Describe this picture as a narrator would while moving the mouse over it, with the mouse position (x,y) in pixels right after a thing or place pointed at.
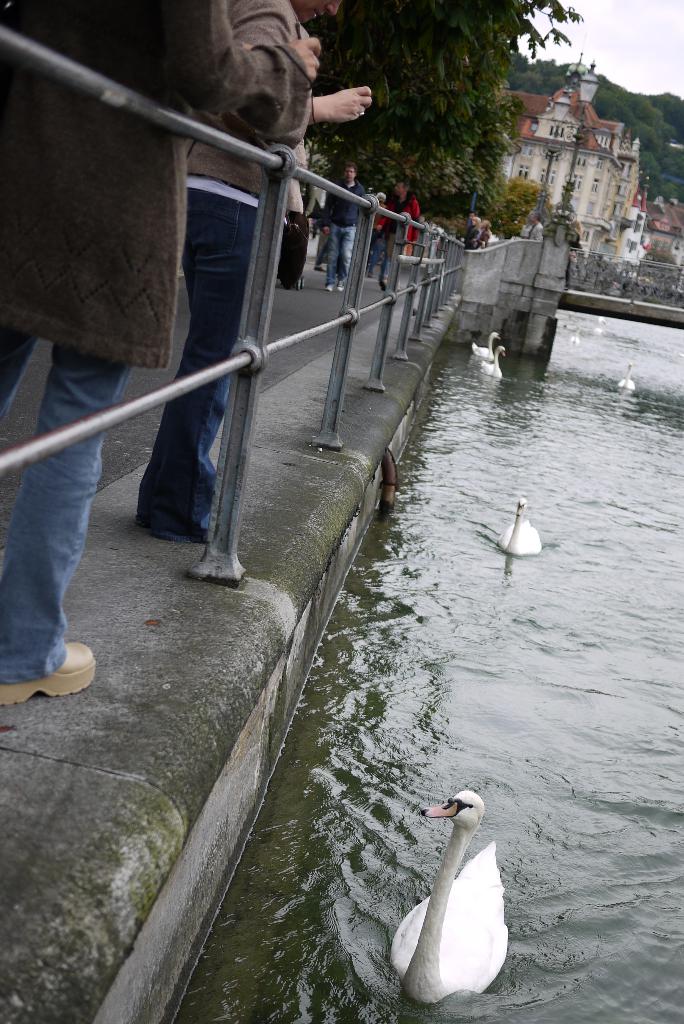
In this picture we can see a group of people (60,197) on the path (43,367) and on the right side of the path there is a fence (265,270) and swans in the water (581,923). Behind the people (172,173) there are trees (394,73), buildings (565,133) and a sky (630,36).
